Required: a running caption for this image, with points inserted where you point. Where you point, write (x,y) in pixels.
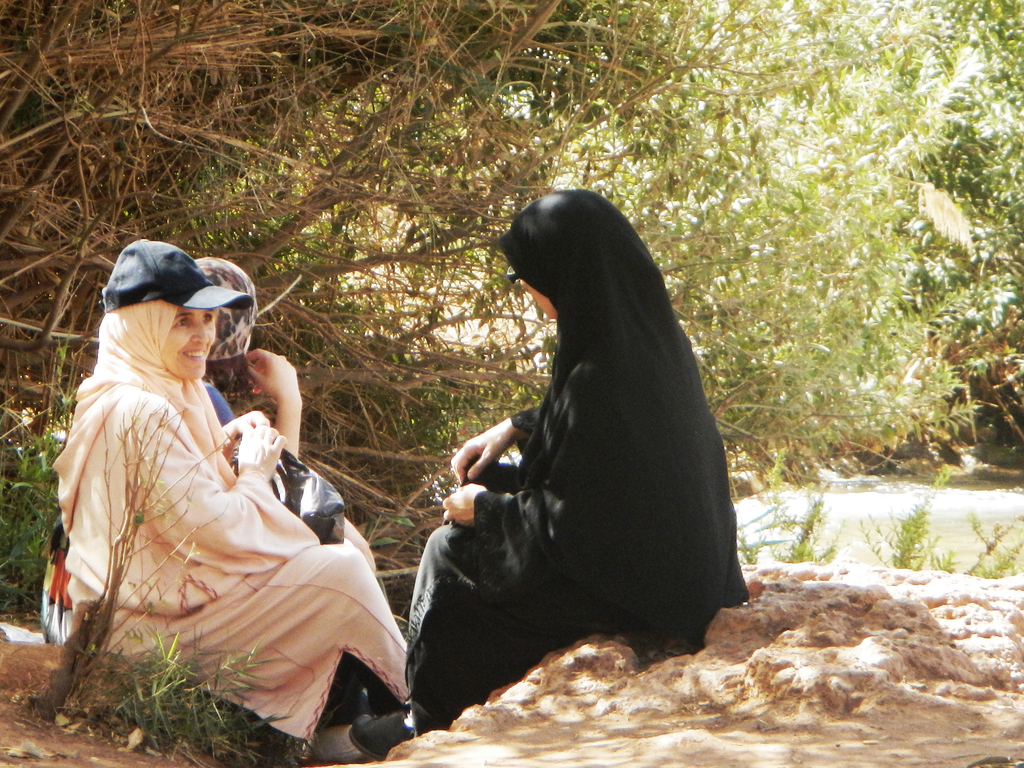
In this image we can see three women (566,513) are sitting, they are wearing abayas (618,490). Background of the image (379,154) trees (360,159) are present.
